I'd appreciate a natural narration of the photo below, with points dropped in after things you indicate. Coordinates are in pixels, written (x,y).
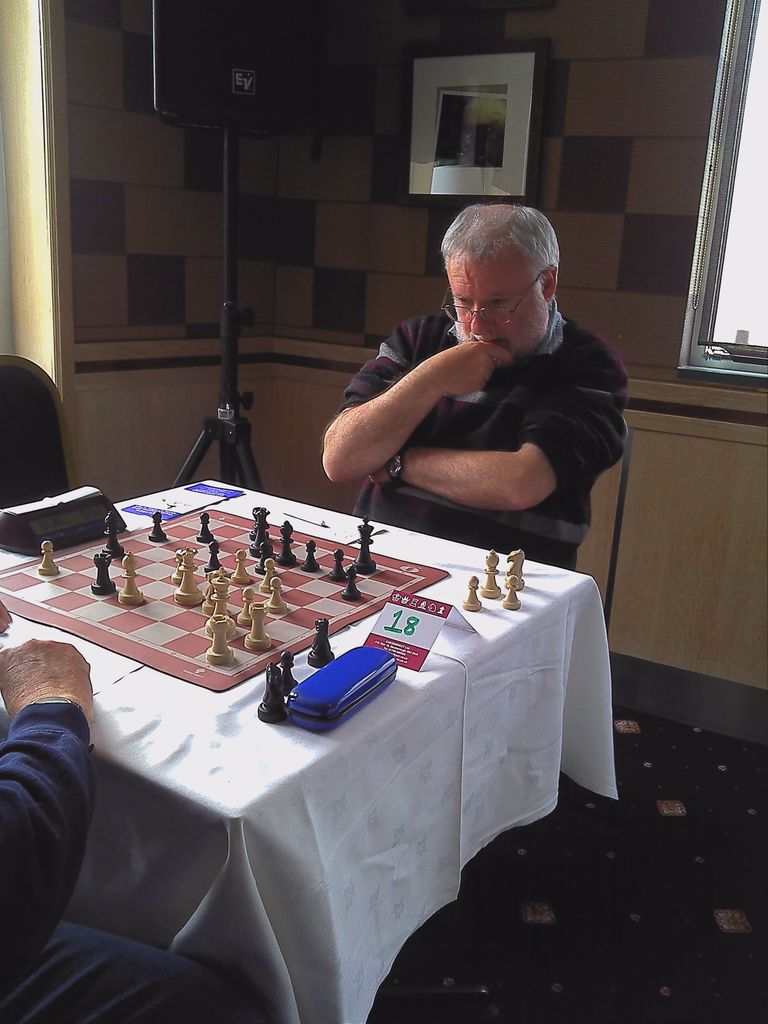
In this image I can see two persons (454,521) sitting. In front of them there is a table (367,632) and the chess board (276,614) on it. At the back side (419,167) there is a frame (524,118) attached to the wall (93,178).
